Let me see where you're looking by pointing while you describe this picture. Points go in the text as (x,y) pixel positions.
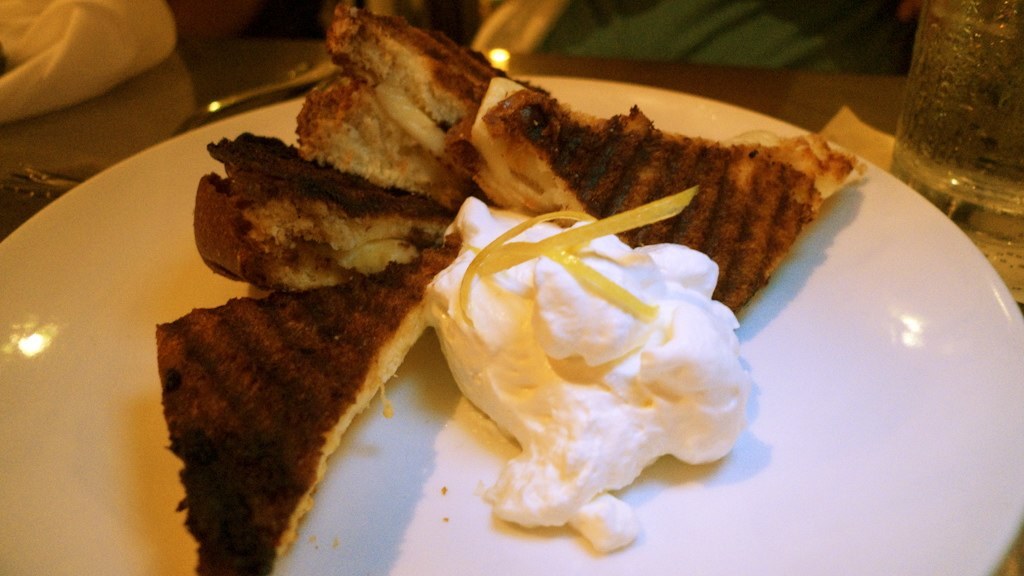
In this picture we can see food (511,365) in the plate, beside the plate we can see a glass (919,141) on the table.
